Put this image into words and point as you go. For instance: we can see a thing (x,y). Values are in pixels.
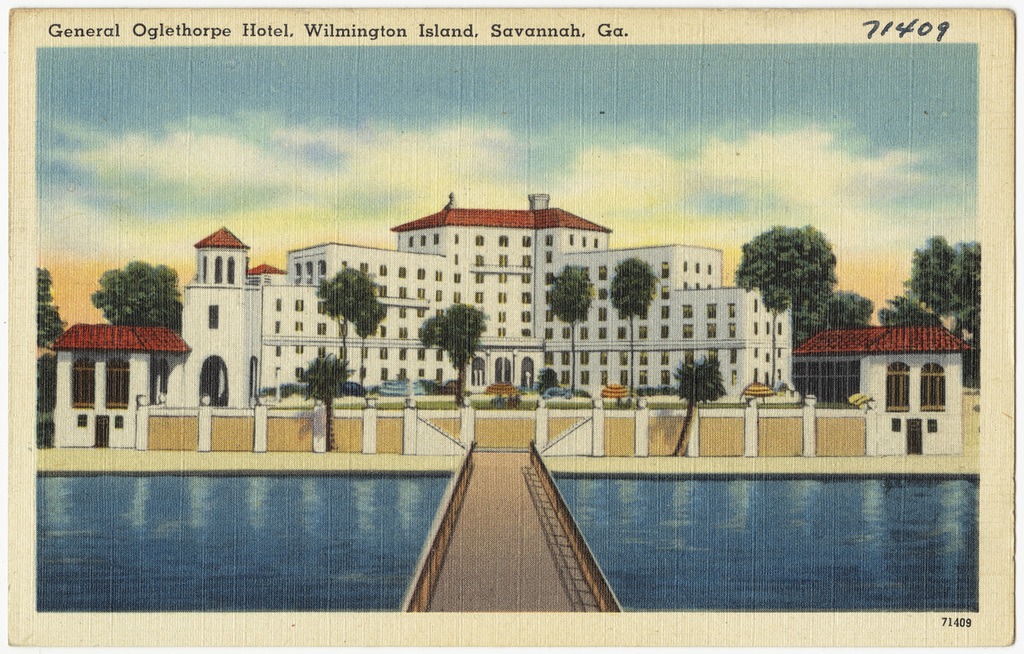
This is a painting on a paper (102,70). On the top (162,31) there is something written. There is a bridge (467,531). Below that there is water (707,505). In the back (435,317) there is a building (482,271) with windows (362,267), trees (374,297) and sky (375,151) with clouds (289,139).
